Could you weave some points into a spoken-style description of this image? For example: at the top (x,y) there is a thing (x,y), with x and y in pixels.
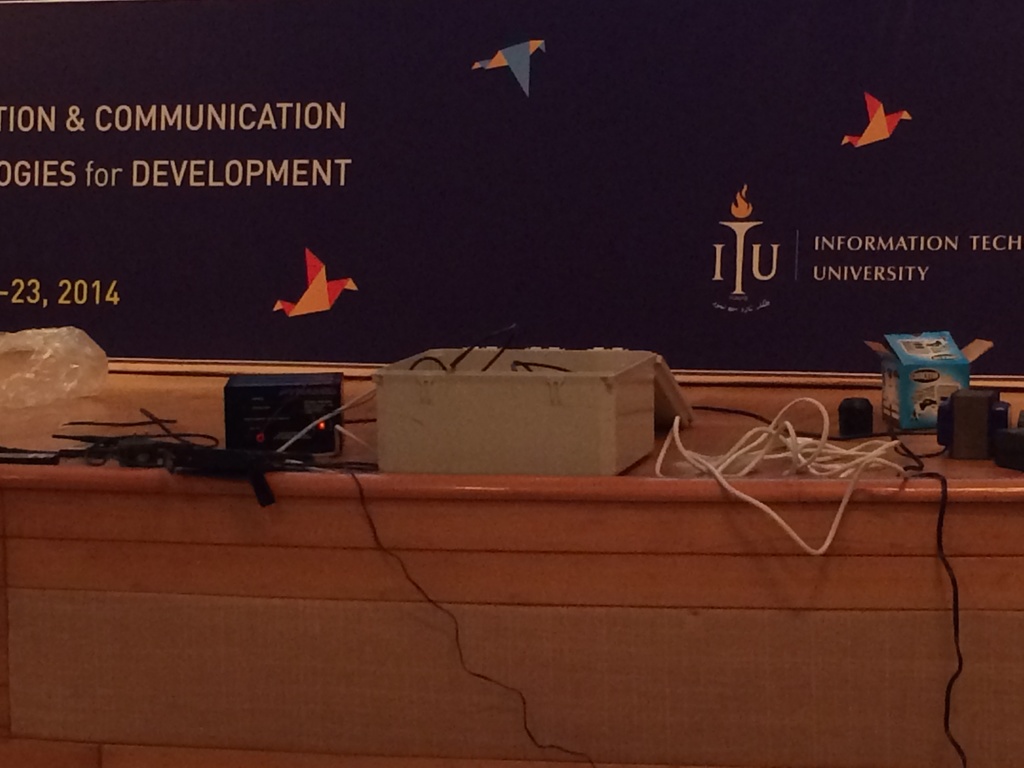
This is the picture of a desk (65,432) on which some things (310,462) are placed and behind it there is a poster (373,157) in blue color.
